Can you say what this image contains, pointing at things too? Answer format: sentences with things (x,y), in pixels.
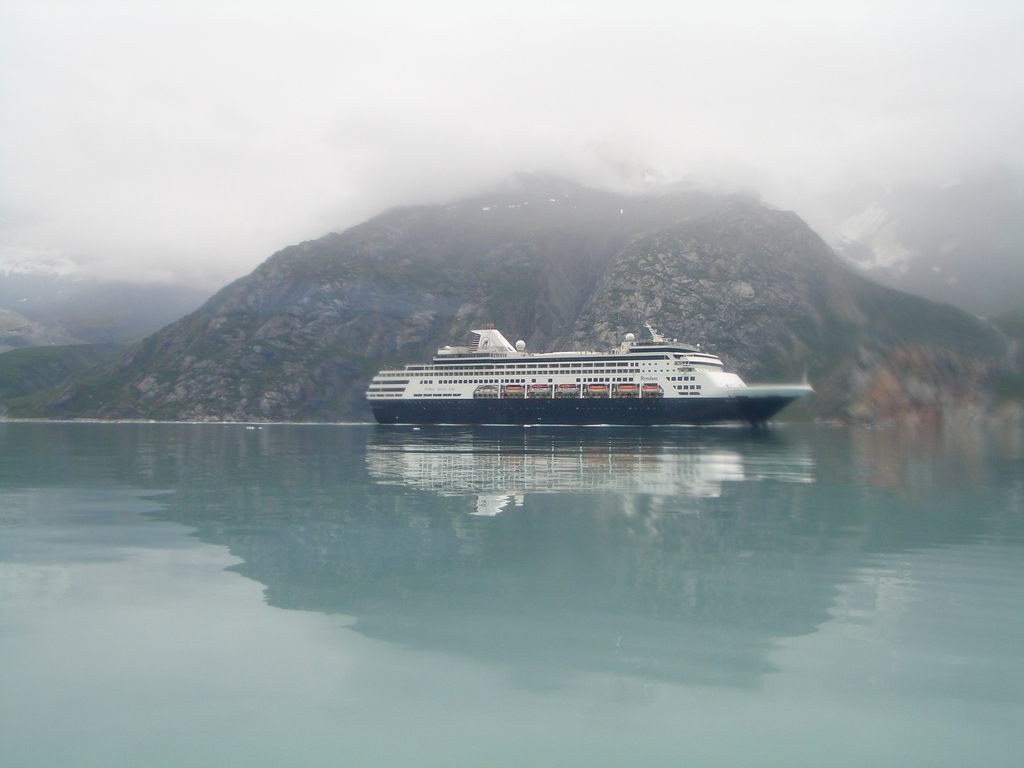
In this image we can see a ship (623,419) on the water (420,535) and in the background (862,324), we can see the mountains (85,323) and at the top (339,45) we can see the sky (892,44).
